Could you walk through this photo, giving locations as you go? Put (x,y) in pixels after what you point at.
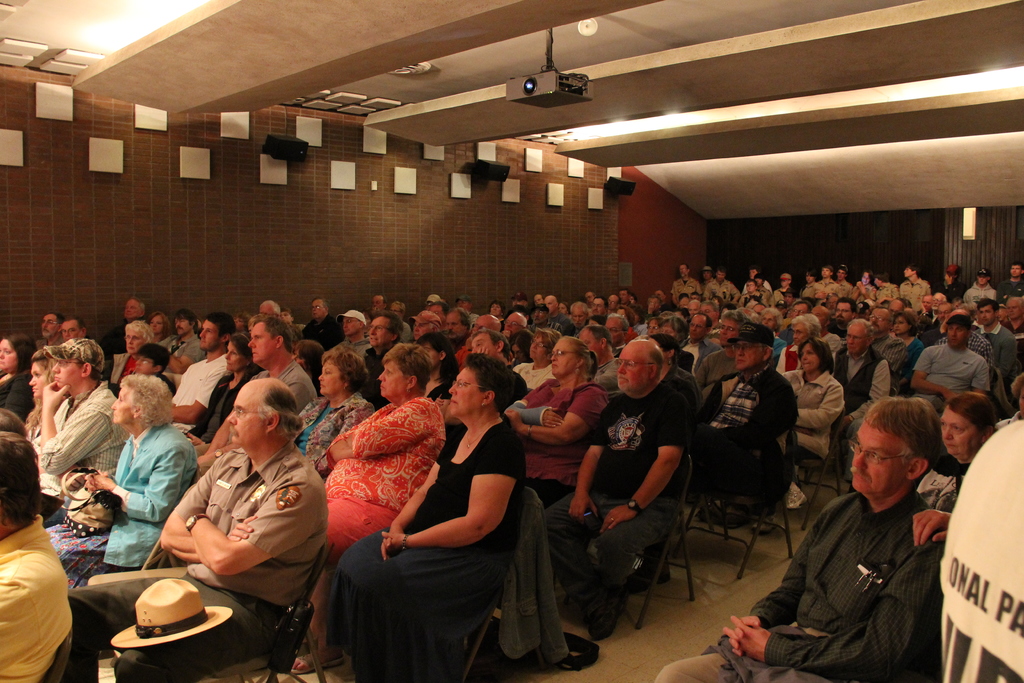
In this image there are groups of persons (649,490) sitting on the chair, there is a hat (157,615) on the person (118,619), there are walls (589,253), there are speakers (288,151), there is a projector (536,88), there is a roof (881,127), there is a person (975,538) truncated towards the right of the image (993,552), there is a person (21,551) truncated towards the left of the image (40,558).
